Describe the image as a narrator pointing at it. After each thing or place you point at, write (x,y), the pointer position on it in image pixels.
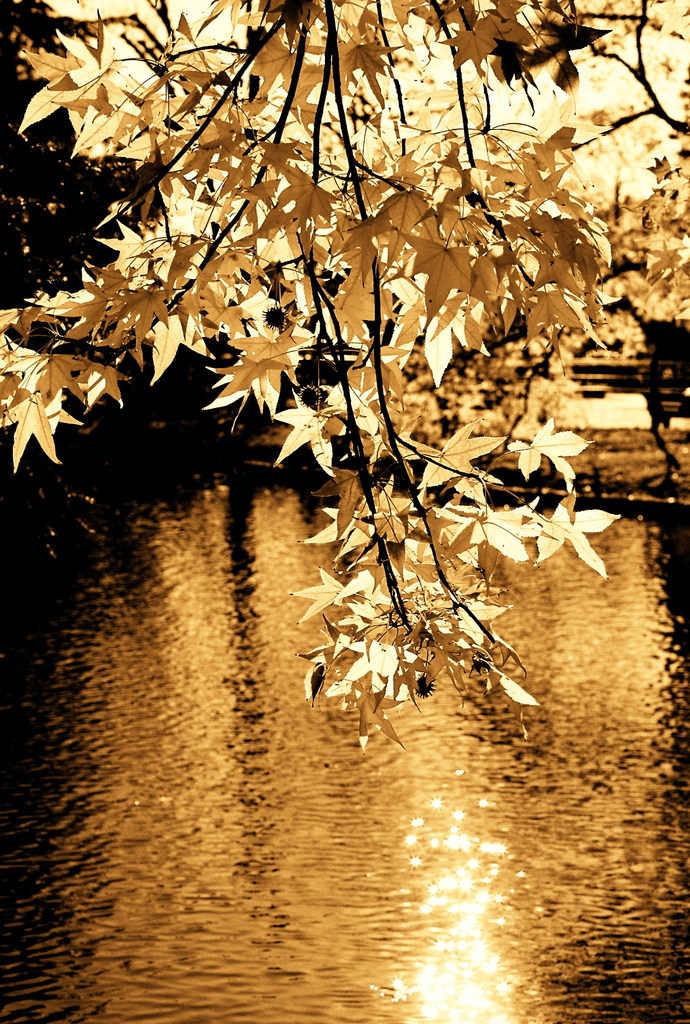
In the image there is a lake (234,707) in the front (529,740) with sun reflection (489,900) on it and above its tree (338,229).
